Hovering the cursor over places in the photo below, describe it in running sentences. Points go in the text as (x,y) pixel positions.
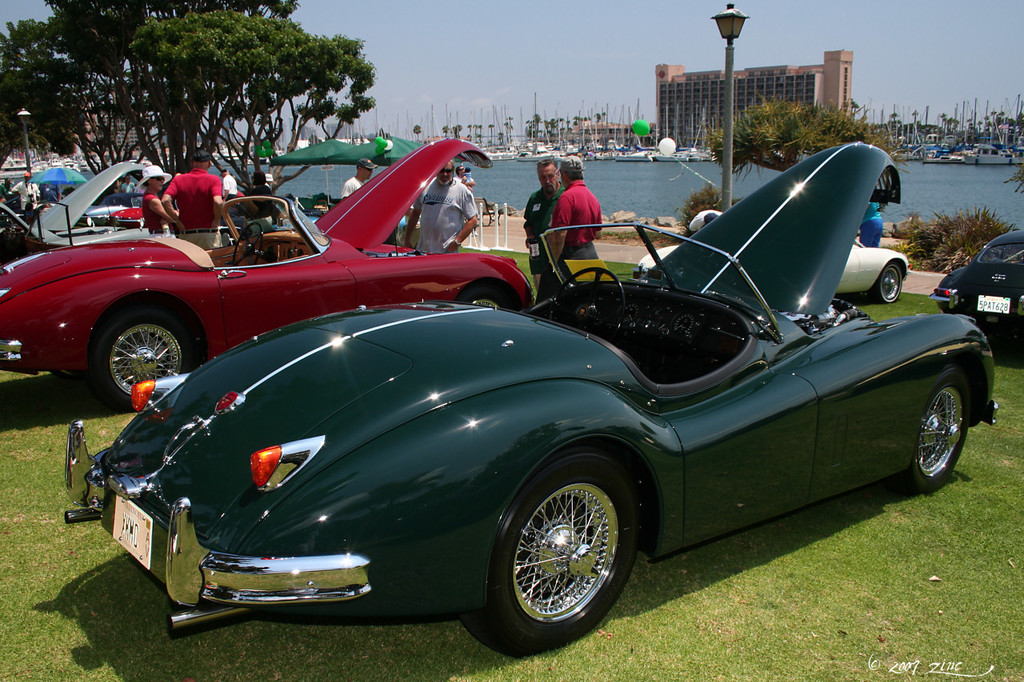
In this picture we can see some grass (853,674) on the ground (857,654). There are vehicles (580,281), a few people (590,216), street lights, trees (979,130), poles (984,134) and boats (987,152) on the water (929,190). We can see an umbrella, a building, other objects (665,149) and the sky (643,2). There is a watermark (932,669), numbers (895,666) and the text (955,669) in the bottom right (951,664).
